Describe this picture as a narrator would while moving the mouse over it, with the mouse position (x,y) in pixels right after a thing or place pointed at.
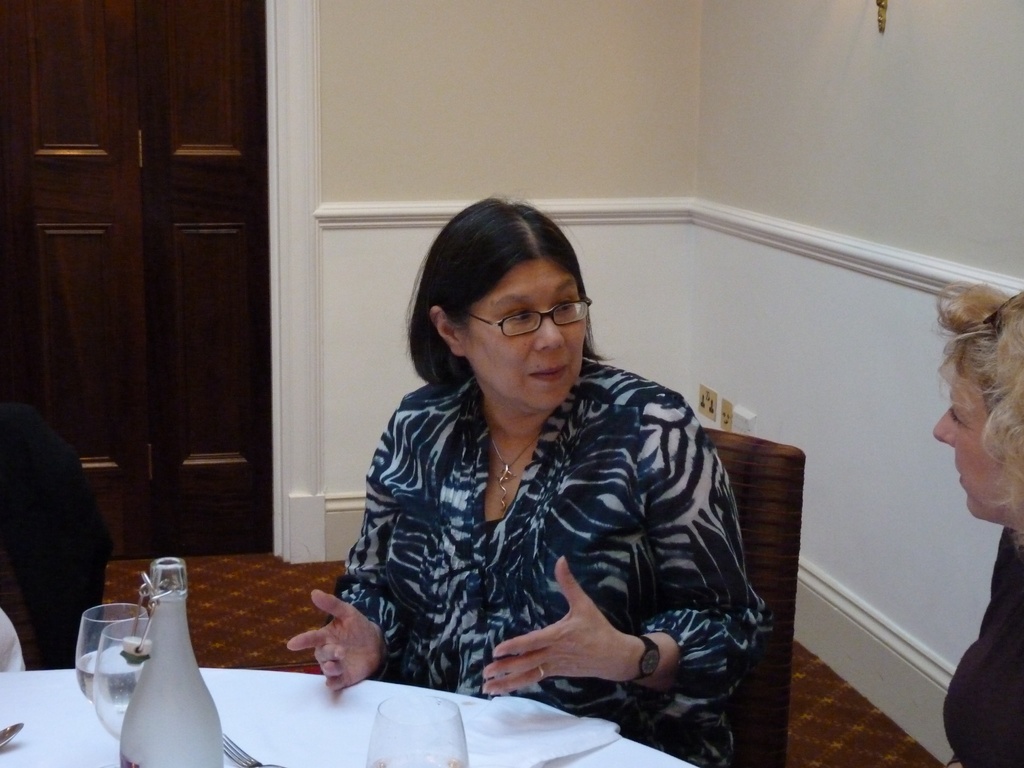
The image is inside the room (785,696), In the image there are two people (548,547) sitting on chair (763,552) in front of a table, on table (33,703) we can see a cloth (239,710), glass (435,720), paper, bottle (166,721), fork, spoon (0,733). In background (48,269) we can see a door (56,222) which is closed and a wall (515,176) which is in white color.
